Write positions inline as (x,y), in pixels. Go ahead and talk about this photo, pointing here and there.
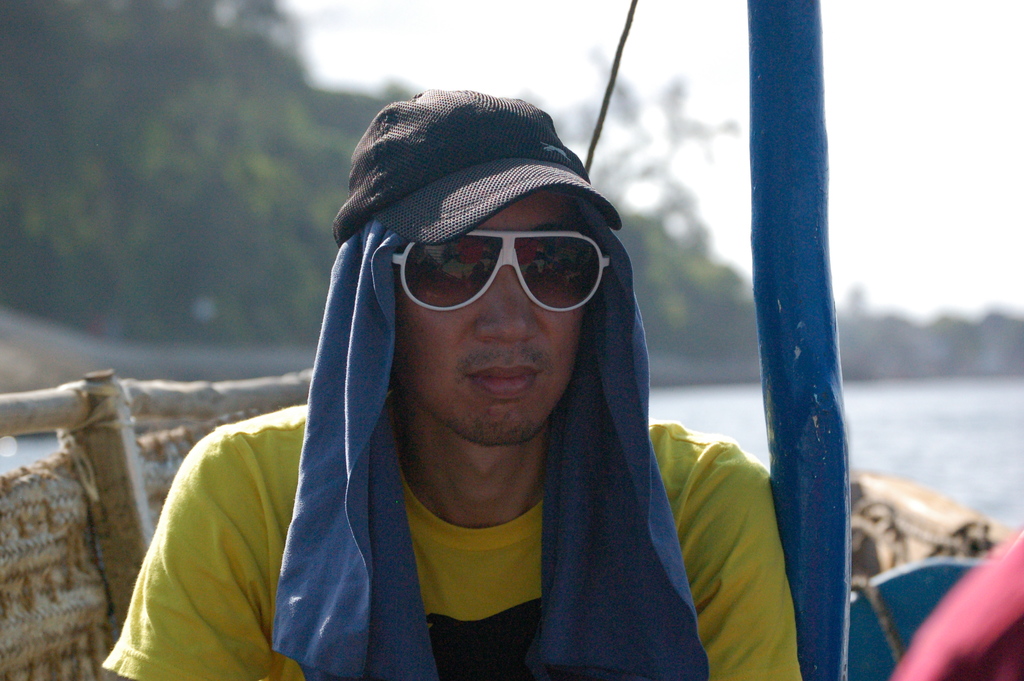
There is a man (450,305) in the center of the image (459,324) in a boat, which is on the water (730,406), he is wearing a cap (483,194) and sunglasses (546,258), there is a bamboo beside him. There is greenery (610,178) and sky (864,189) in the background area (589,145).
